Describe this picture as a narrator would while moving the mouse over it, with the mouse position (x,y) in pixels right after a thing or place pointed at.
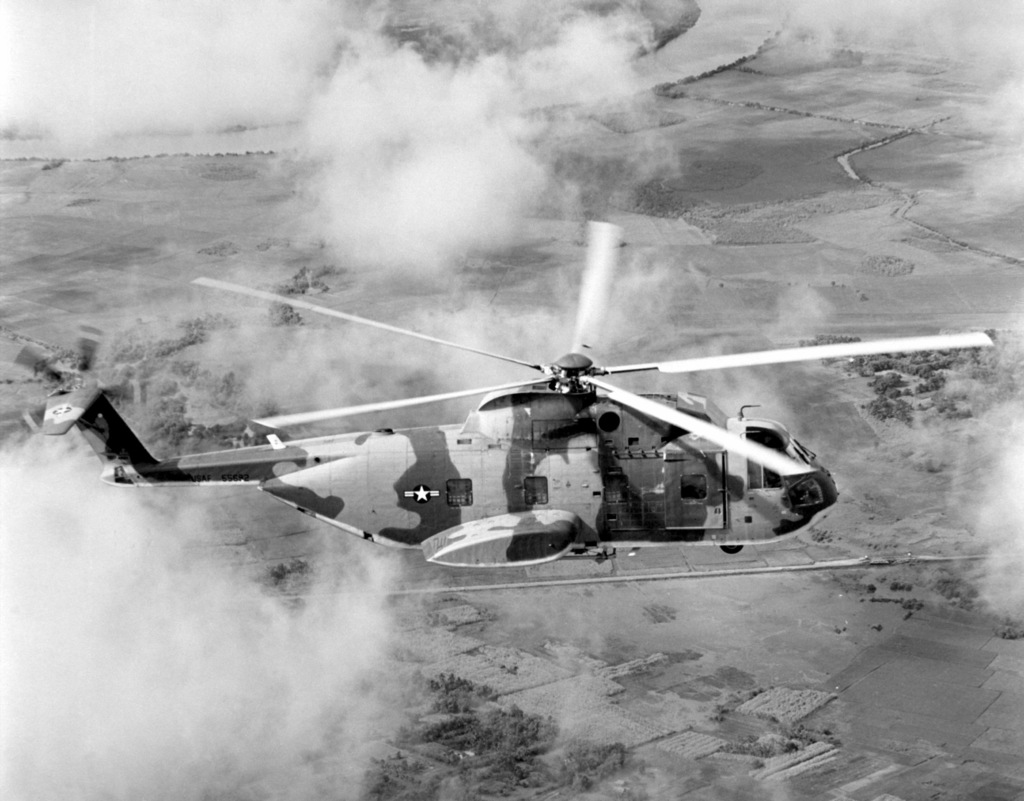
This image consists of a helicopter (444,543) flying in the air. At the bottom (492,741), there is ground (626,737). And there is smoke (39,775) around the helicopter (683,508).
